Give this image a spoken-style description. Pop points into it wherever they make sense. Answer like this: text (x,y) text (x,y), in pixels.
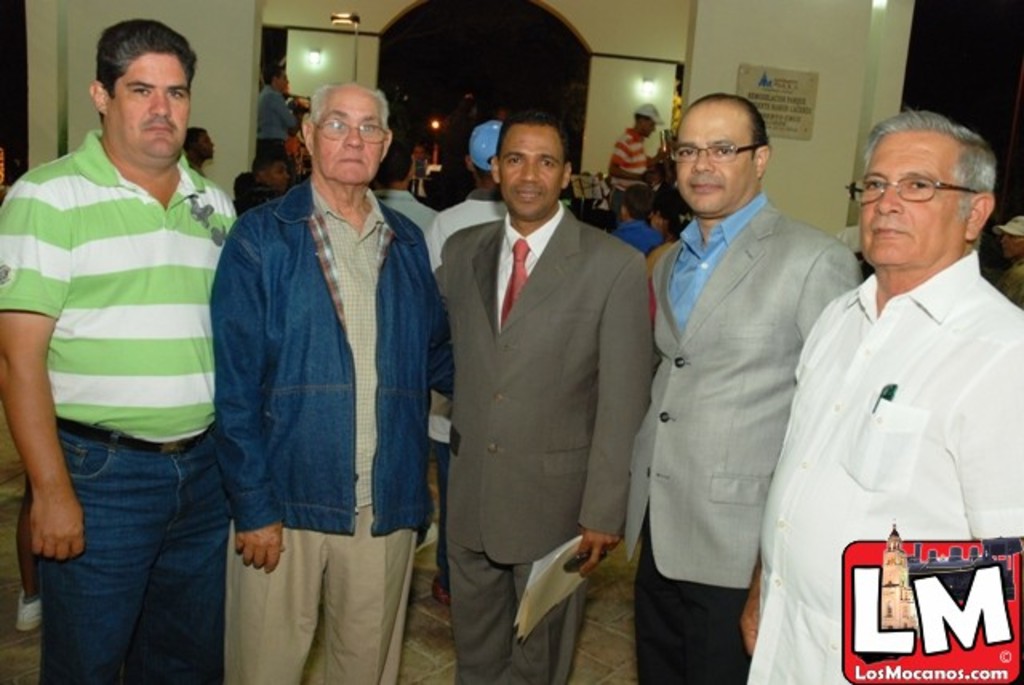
In this image I can see number of people (491,306) are standing. In the front (720,259) I can see three of them are wearing specs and in the center (461,341) I can see one of them is holding few papers (528,624) and a black colour thing (577,552). In the background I can see a board (768,76), few lights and on the board (746,91) I can see something is written. On the bottom right side of this image (903,551) I can see a watermark (881,587).
